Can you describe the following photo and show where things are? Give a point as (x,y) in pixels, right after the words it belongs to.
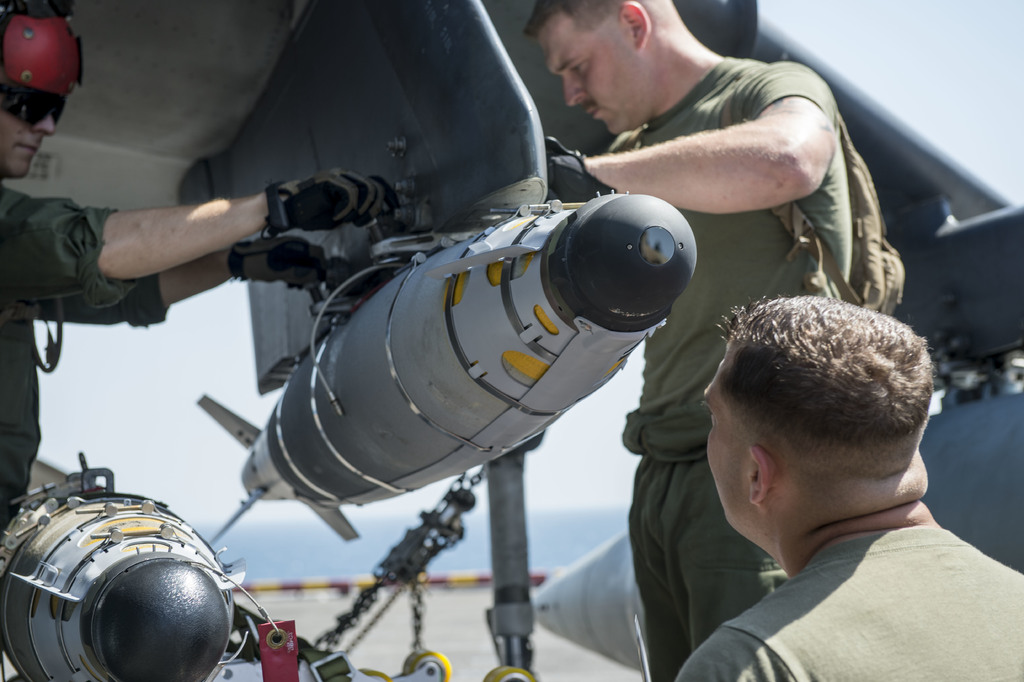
In the foreground (246,134) I can see a vehicle (317,16), three persons (680,440) and some objects (436,549) on the deck (408,591). In the background (446,558) I can see sea (387,538) and the sky (963,133). This image is taken may be during a day.
